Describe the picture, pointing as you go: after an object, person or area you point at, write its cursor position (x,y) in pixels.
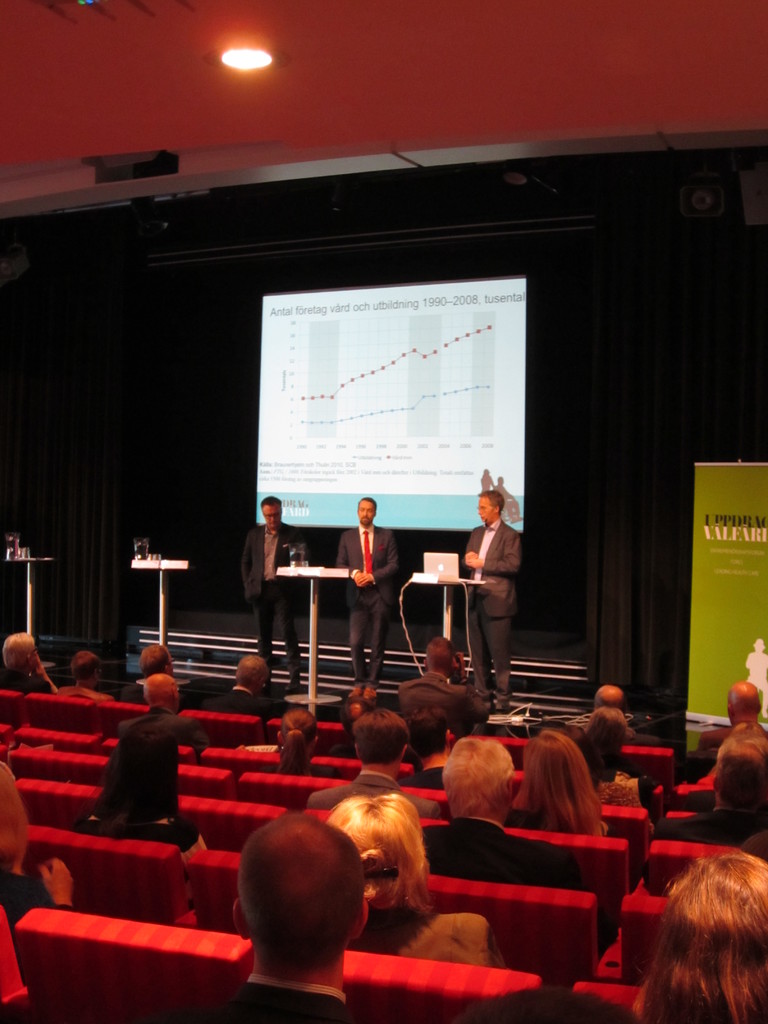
In this picture, we can see a few people (340,823), chairs (237,807), stage (281,683), and we can see a few people (506,566) on the stage (328,629), tables (316,621), and some objects (434,577) on the table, in the background (387,347), we can see the screen (500,375), poster (742,663) on the right side of the picture (745,576), we can see the roof (224,18) with lights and some objects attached to it.
